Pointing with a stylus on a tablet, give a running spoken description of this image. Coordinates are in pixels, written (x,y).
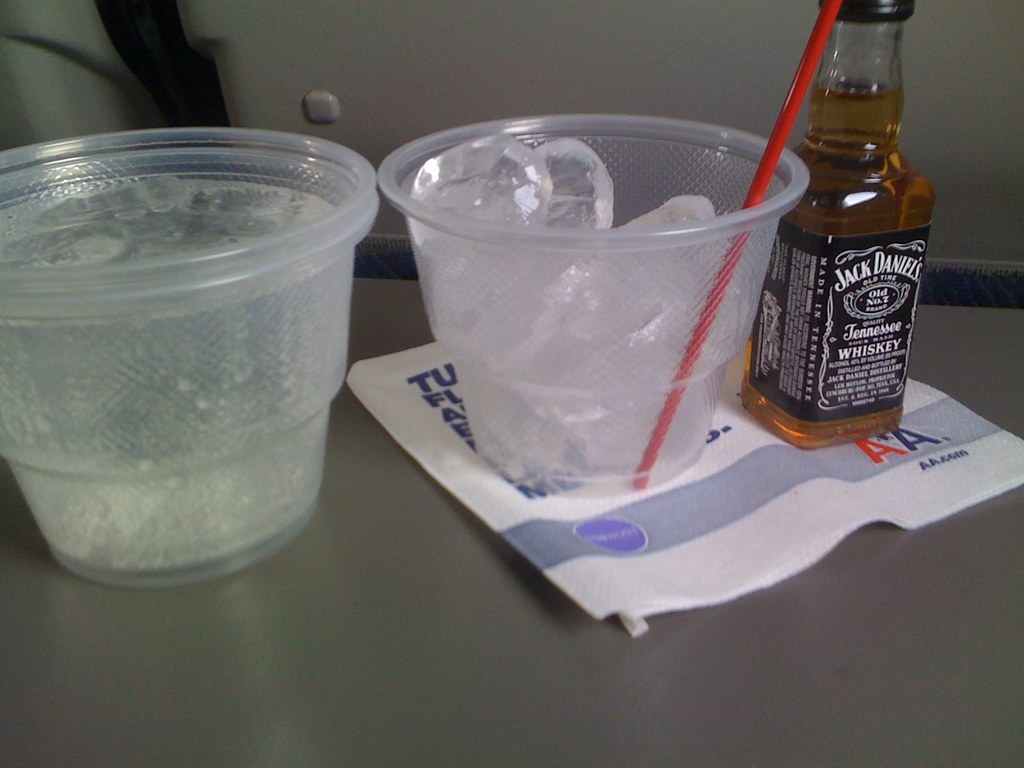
In this picture we can able to see 2 glasses (624,399) with ice-cubes (294,271). Beside this glass (630,255) there is a bottle (875,316).
